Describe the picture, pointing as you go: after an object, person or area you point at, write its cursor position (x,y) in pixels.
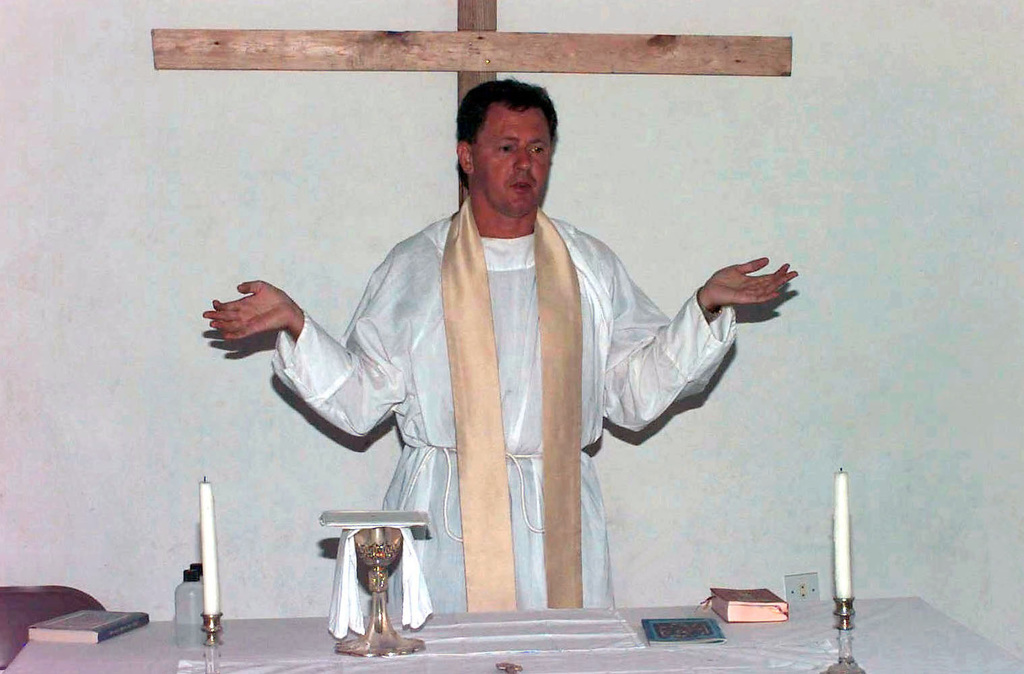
In this picture there is a priest (402,268) in the center of the image (590,410) and there is a table (237,654) in front of him, on which there are candles (841,508) and books (674,639).
